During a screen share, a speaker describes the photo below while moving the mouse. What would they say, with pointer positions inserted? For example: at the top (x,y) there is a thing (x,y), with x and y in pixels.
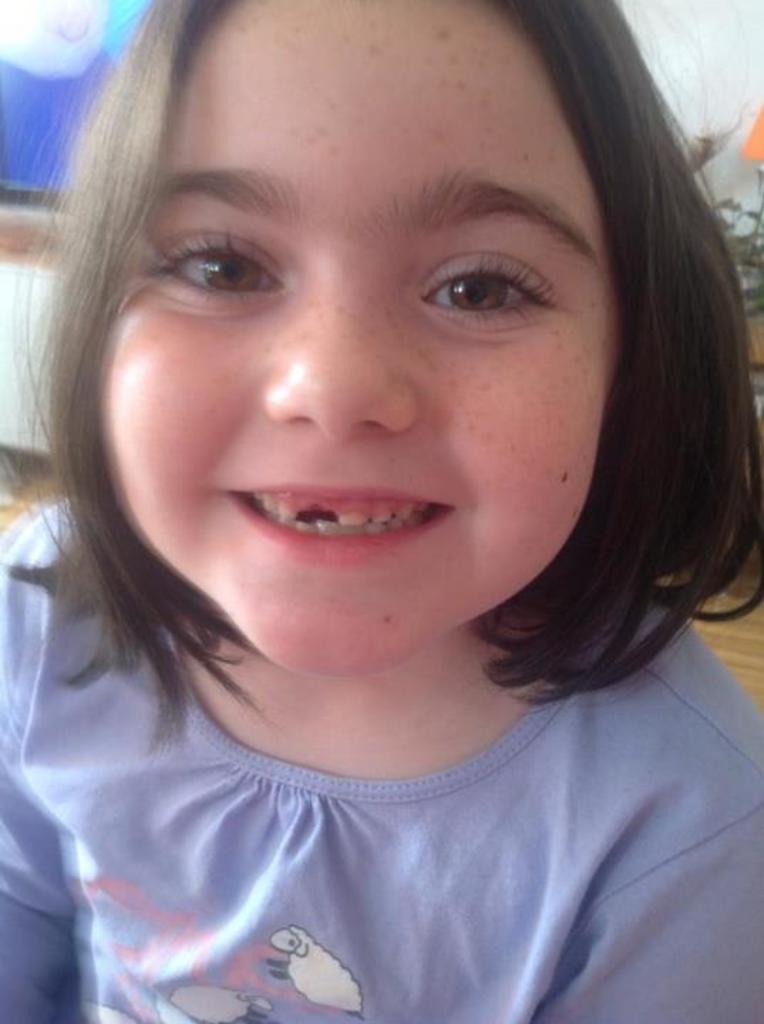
In this picture we can see a girl (322,473) smiling and at the back of her we can see some objects (759,225).
